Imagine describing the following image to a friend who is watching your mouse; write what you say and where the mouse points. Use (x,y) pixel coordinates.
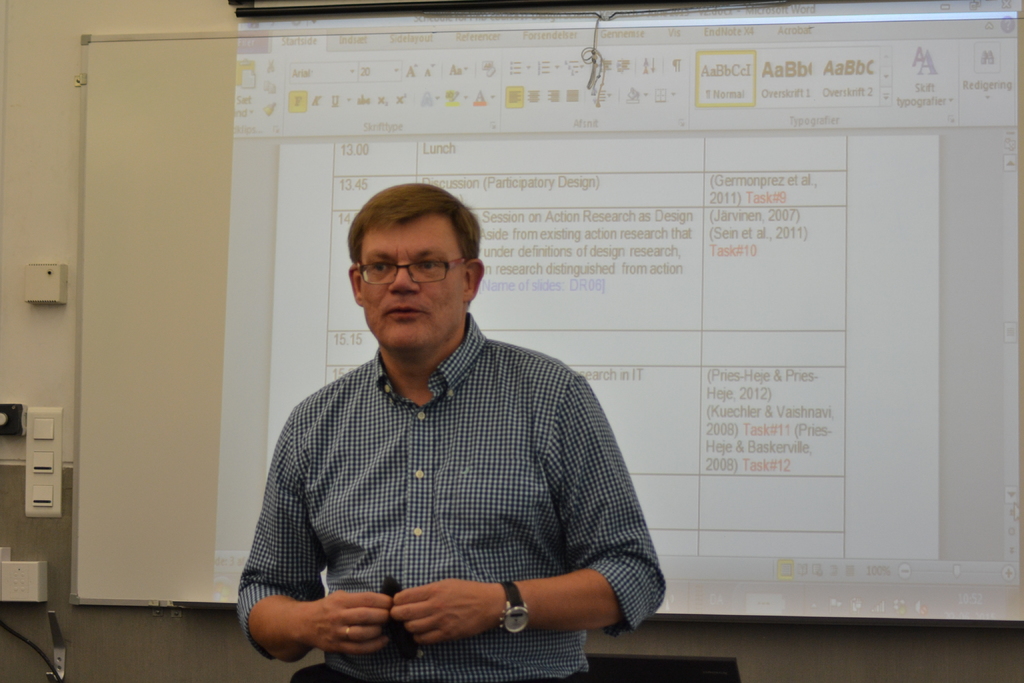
In this image there is a person (439,478) standing, behind him there is a screen (243,289), switch board (59,495), cable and a wall (15,624).
